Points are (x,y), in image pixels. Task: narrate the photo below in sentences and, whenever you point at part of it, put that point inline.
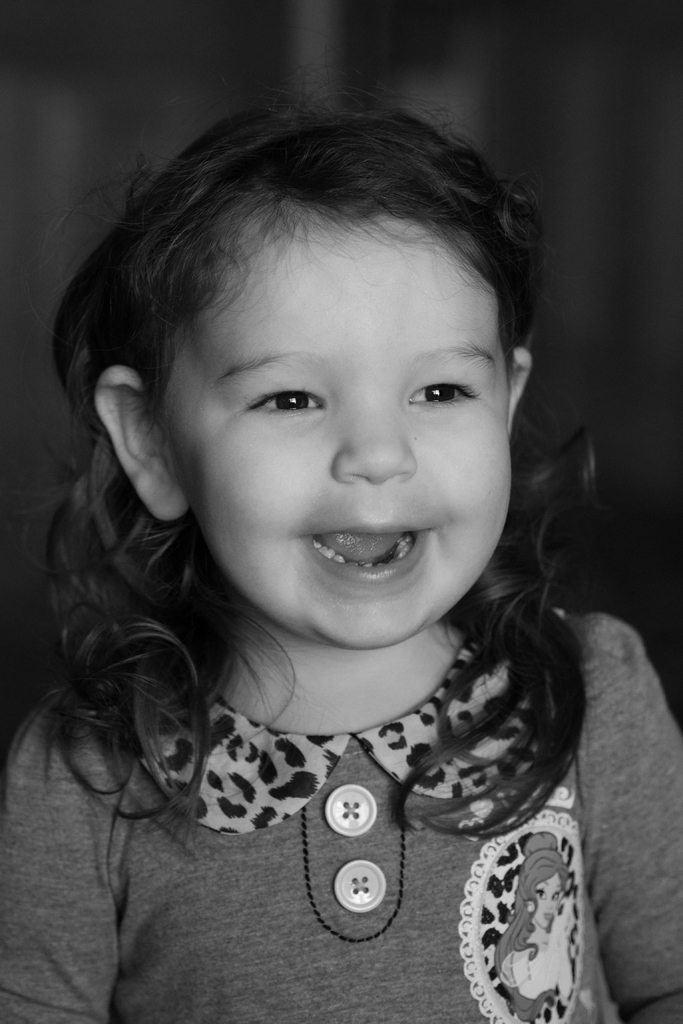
This picture shows a girl (393,695) with a smile (412,544) on her face (422,547) and we see a black color background (42,24).
